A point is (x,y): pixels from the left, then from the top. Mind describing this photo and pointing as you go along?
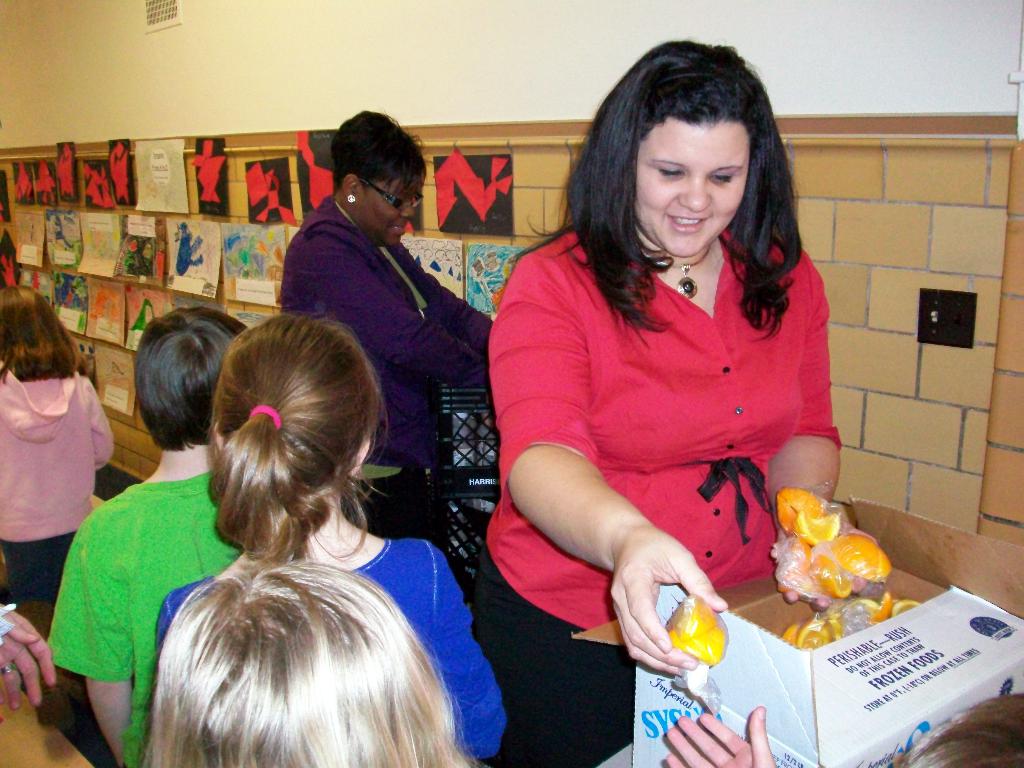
Here I can see a woman (671,402) standing and distributing the oranges (709,628) to the children (407,647). In front of her I can see a box (751,669) in which oranges (833,619) are placed. At the back of her I can see another woman (395,321) is also standing. In the background (235,240) there is a wall (280,83) to which few posters (172,206) are attached.
